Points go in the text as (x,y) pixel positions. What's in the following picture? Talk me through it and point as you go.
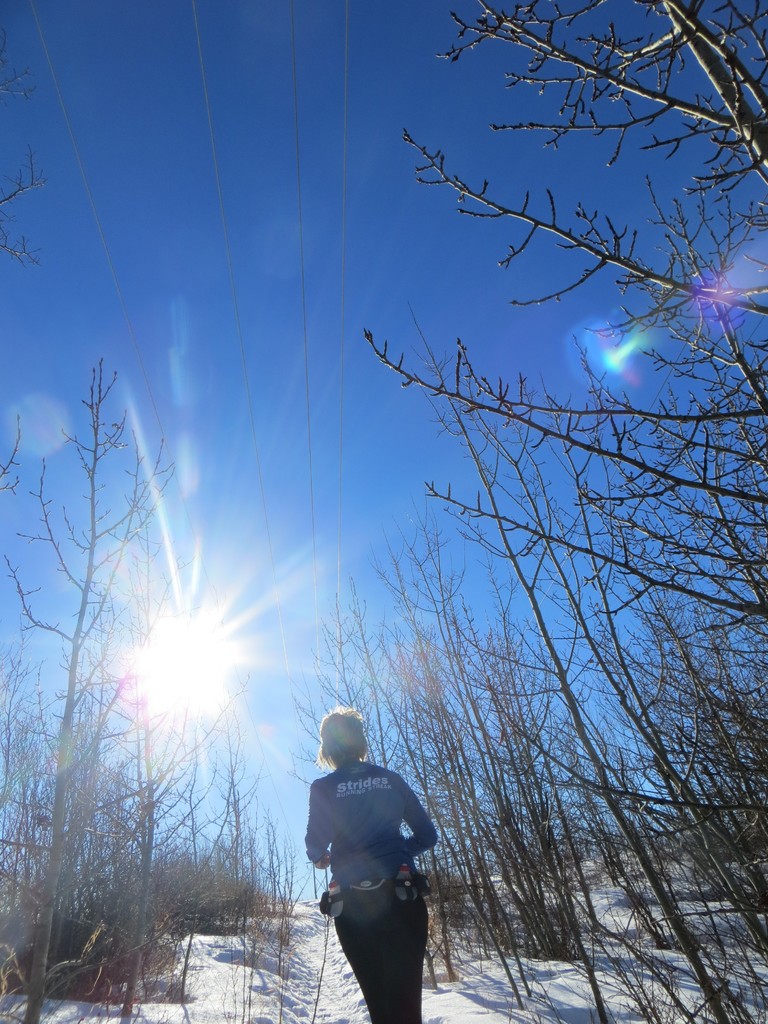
In the image there is a person (388,813) walking on the snow (319,955) with dry trees (547,851) on either side and above its clear sky (224,605).
